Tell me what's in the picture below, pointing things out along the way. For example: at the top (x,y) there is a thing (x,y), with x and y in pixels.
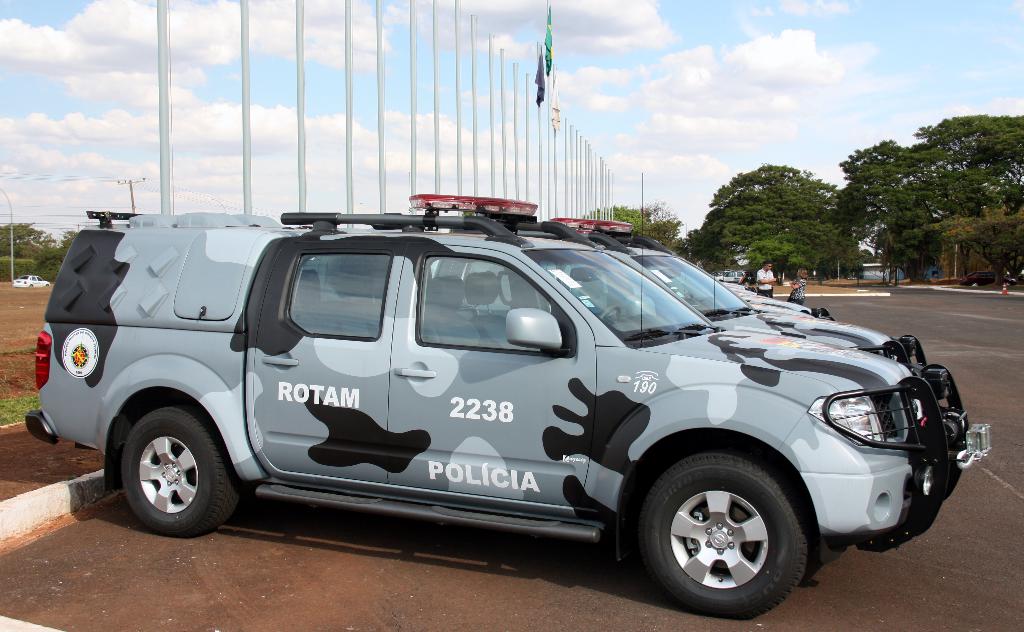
In this image we can see the police vehicles (602,316) parked on the road (845,586). We can also see the poles (529,112) and also the flags (551,48). Image also consists of trees (837,195). We can see a man (767,266) and a woman (794,291) in the background (803,300). There is sky (649,189) with the clouds (337,202). We can also see an electrical pole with wires (100,176).
